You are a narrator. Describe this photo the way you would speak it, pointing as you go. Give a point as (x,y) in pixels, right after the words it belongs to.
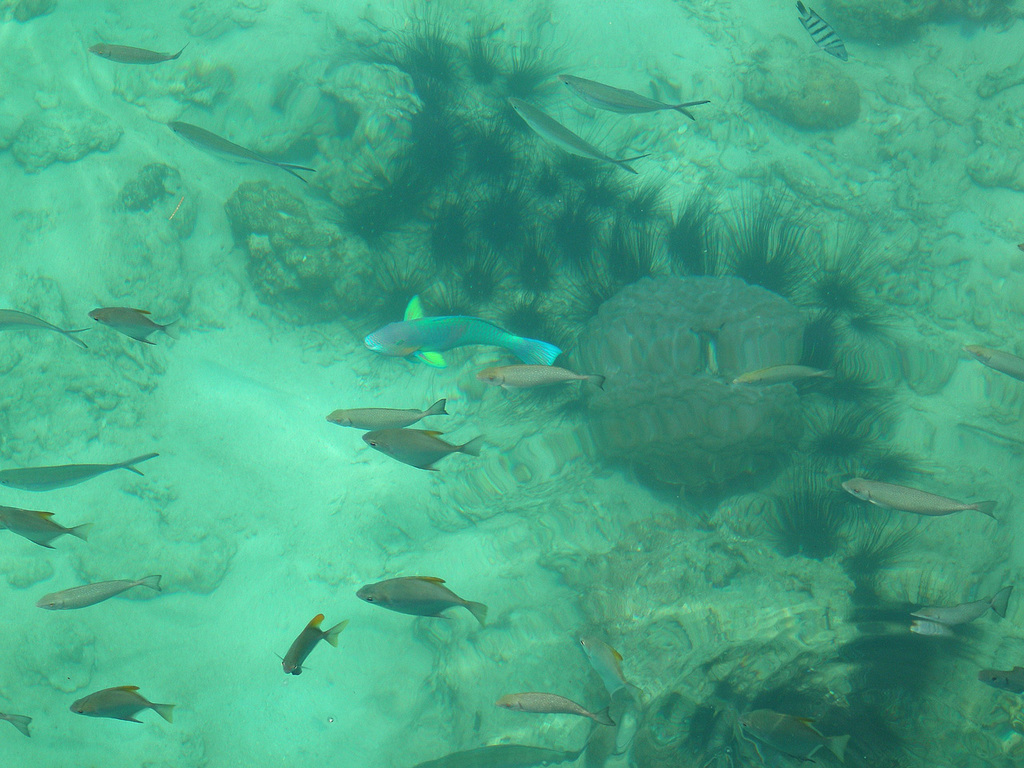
In this image we can see the fishes (533,368), stones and grass (548,245) in the water (752,263).
